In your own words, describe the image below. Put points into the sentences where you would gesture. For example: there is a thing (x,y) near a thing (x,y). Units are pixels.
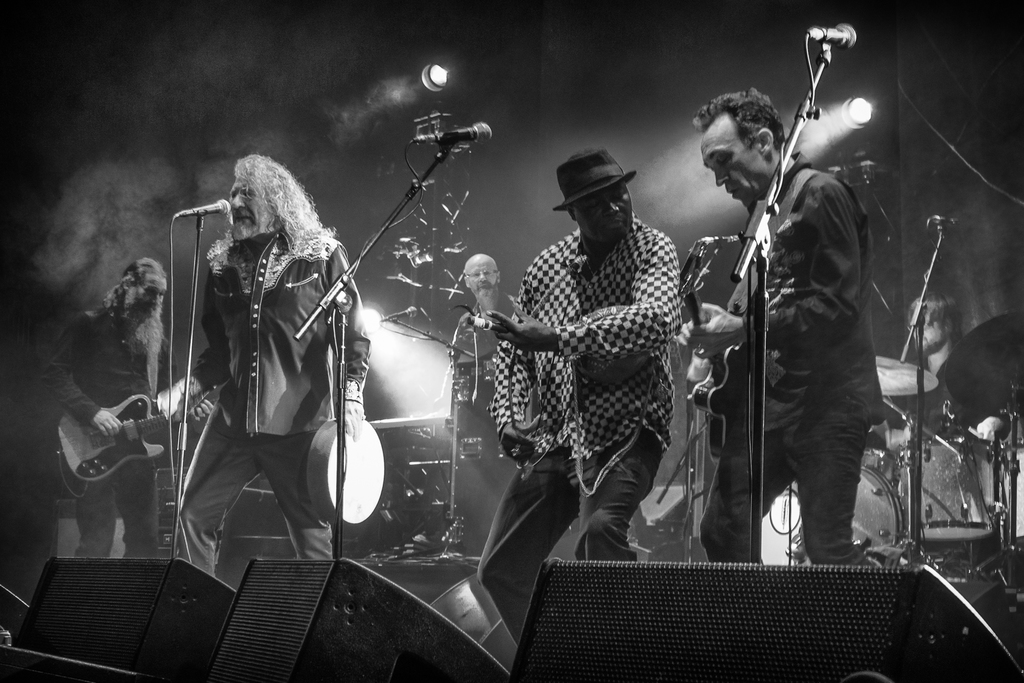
This picture is clicked in musical concert. Man (525,366) in the middle of the picture (554,282) in black hat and white and black shirt (598,397) is holding instrument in their hands (525,348) and playing it. Left of him, man (242,329) in black coat (249,347) is singing song on microphone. On the left corner of the picture (103,391), we see man (103,387) in black dress (103,372) is holding guitar (131,431) in his hands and playing it. On the right corner of the picture (977,355), man (995,430) is playing drums (965,392).
